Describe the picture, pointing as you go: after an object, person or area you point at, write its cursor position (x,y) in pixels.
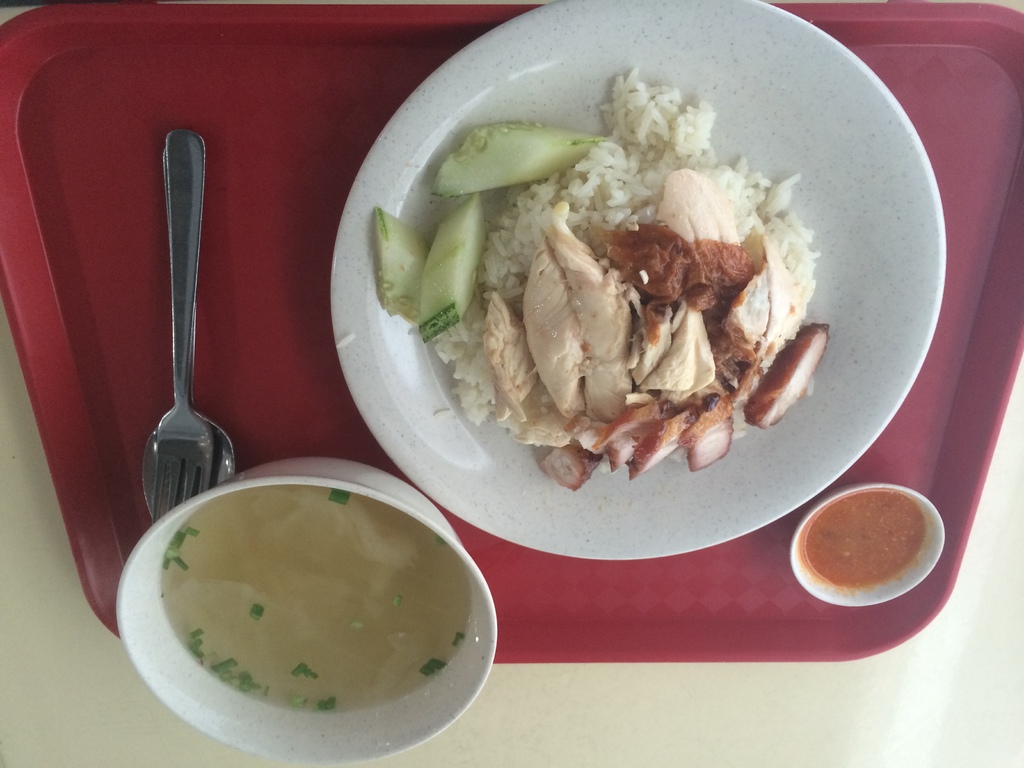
In this image there is some food (608,277) kept in a white color plate (482,95) as we can see at top of this image (566,238) and there is one soup bowl (293,557) at bottom of this image (339,618) and there is one another sauce bowl (935,522) at right side of this image (850,532) and there is a fork (180,267) at left side of this image (192,326) and all these plate (475,427) and spoons (186,319) are kept in a tray (245,206).
